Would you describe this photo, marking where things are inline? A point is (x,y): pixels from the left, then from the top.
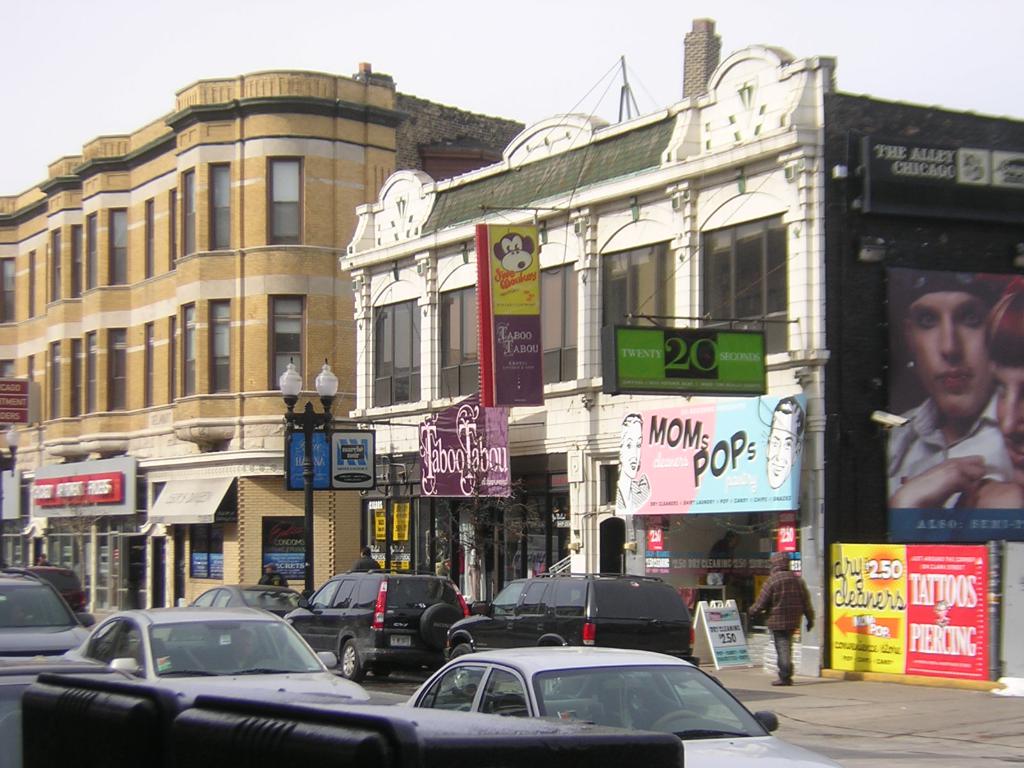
At the bottom of the image (348,732) we can see an object (526,746). In the center of the image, we can see a few vehicles (516,670) on the road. In the background (362,111), we can see the sky (120,91), buildings (639,226), one screen (1011,394), sign boards (705,332), two persons (788,604) and a few other objects (311,585).
